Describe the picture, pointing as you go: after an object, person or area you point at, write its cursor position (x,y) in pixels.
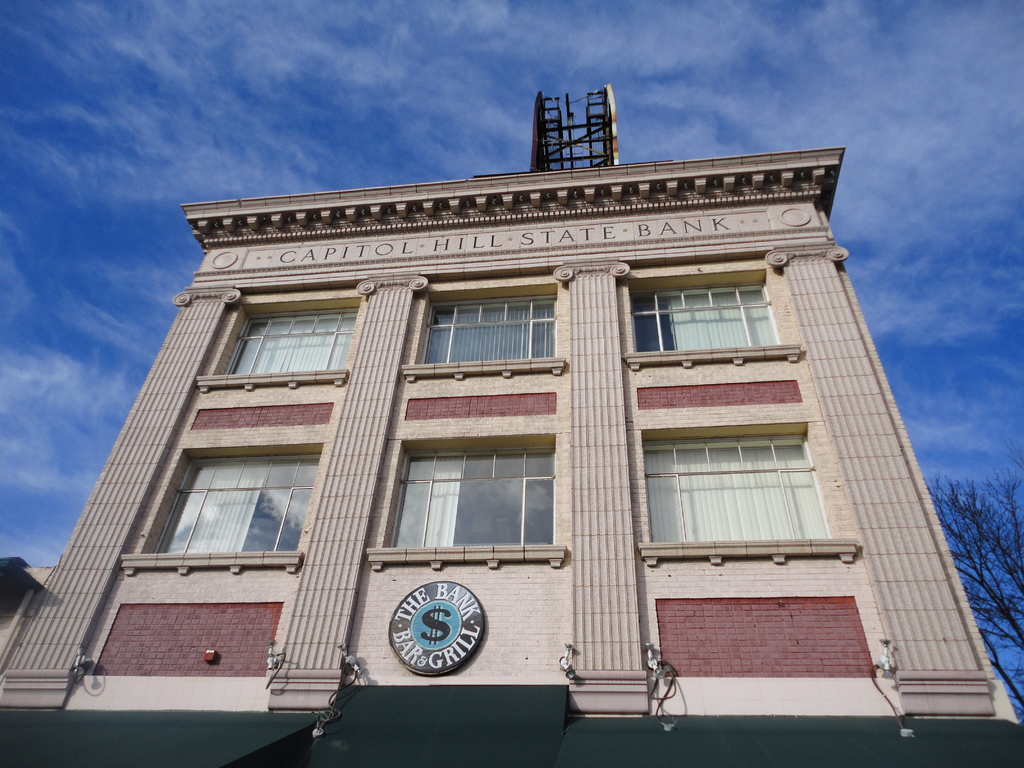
In the image there is a building of a bank (540,203) and beside the building (421,218) there is a tree (1007,580).
